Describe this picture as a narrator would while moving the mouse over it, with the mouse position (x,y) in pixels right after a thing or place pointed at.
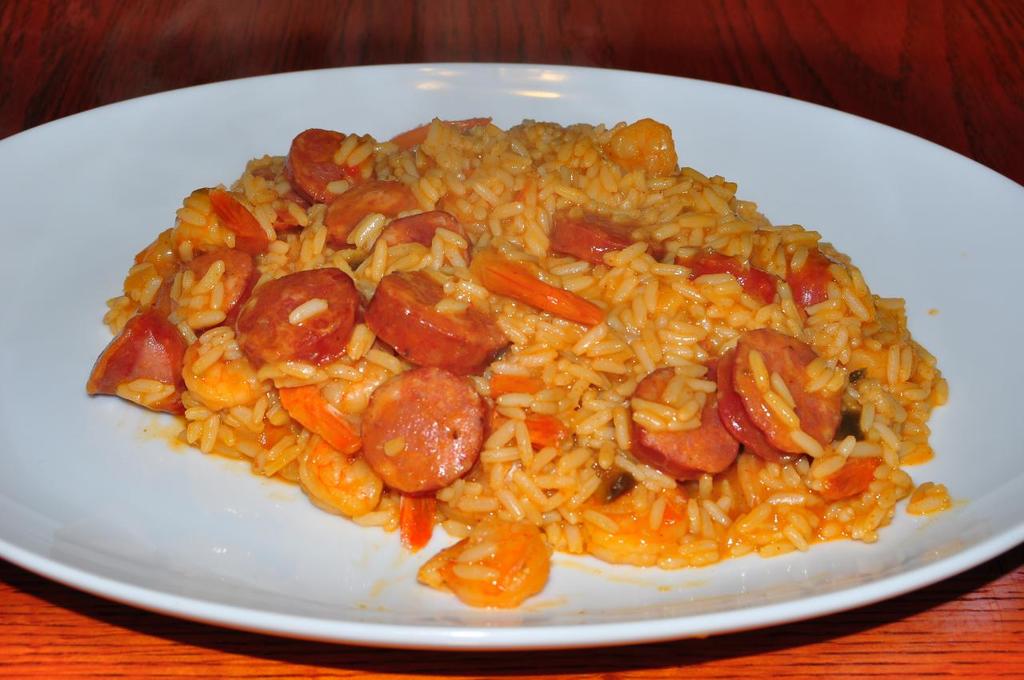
In this image we can see the food (571,463) on the table (912,655).
